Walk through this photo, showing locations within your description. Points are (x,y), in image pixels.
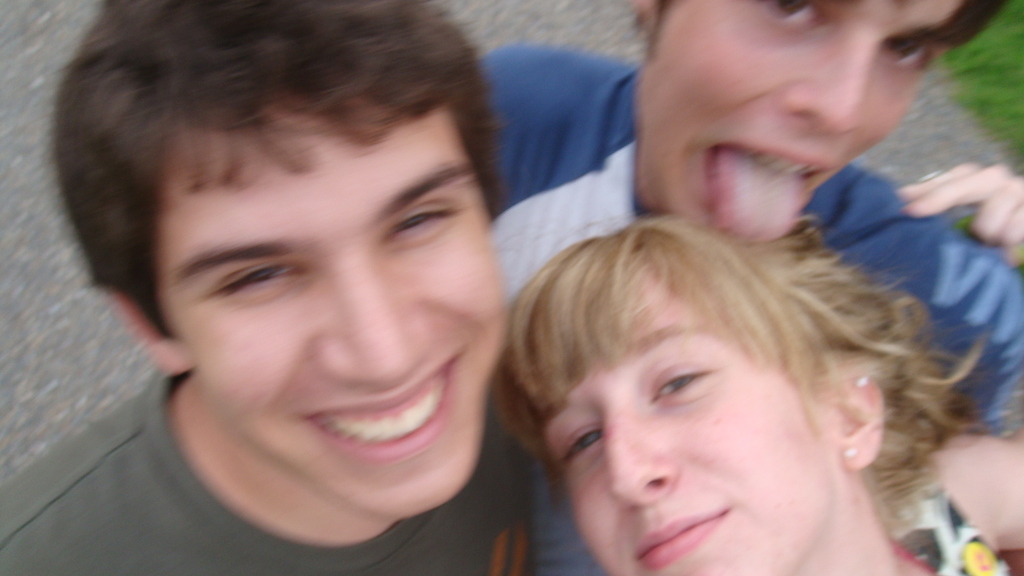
In this picture there is a man (320,381) who is sitting. Beside him there is another man (738,191) who is wearing a white and blue t-shirt (932,244). In the bottom right corner (810,523) there is a woman (760,480) who is wearing t-shirt (949,574) and earring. They are smiling. They are standing on the ground (20,274). In the top right corner (1007,98) I can see the grass (971,91).
